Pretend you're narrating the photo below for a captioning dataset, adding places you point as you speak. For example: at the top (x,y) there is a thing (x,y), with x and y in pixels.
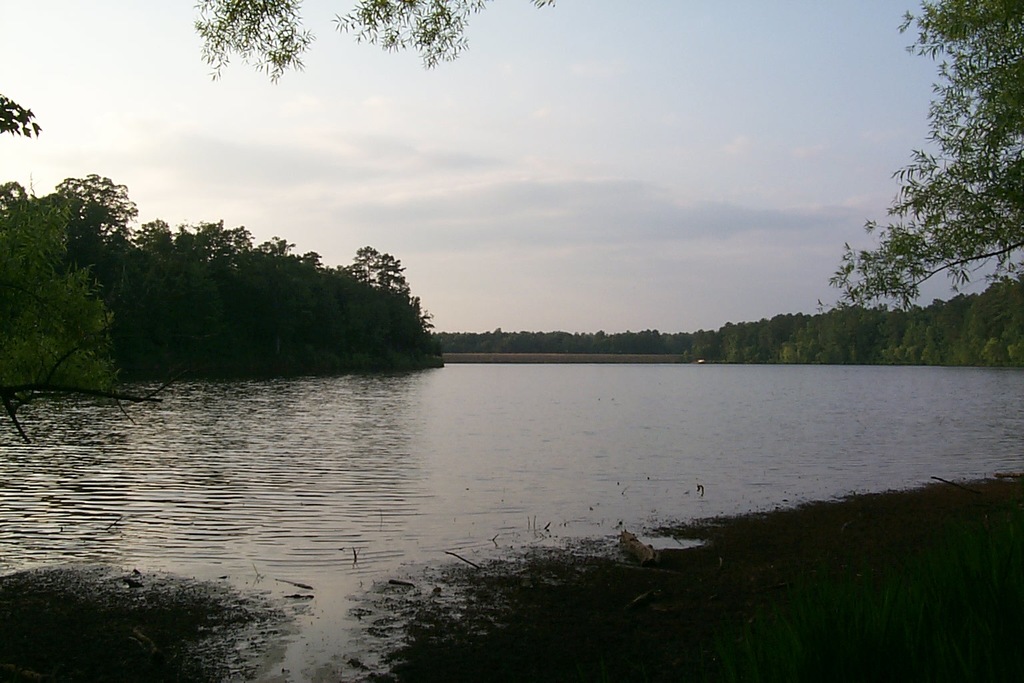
In this image in the center (618,426) there is a river (537,535) and some plants (814,656), and in the background (320,329) there are trees (698,345). At the top (346,131) there is sky (442,152).
